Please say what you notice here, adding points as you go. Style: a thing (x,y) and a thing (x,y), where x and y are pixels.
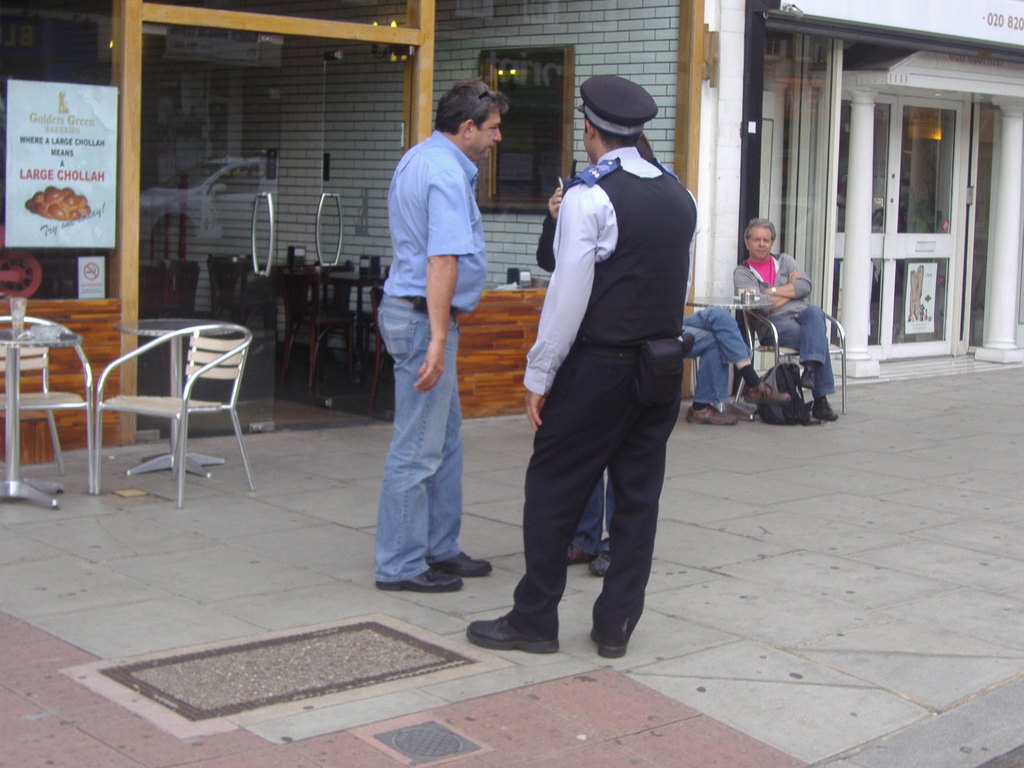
Three persons (611,395) are standing at here. These are the chairs (184,431) this is a glass door (189,271).
